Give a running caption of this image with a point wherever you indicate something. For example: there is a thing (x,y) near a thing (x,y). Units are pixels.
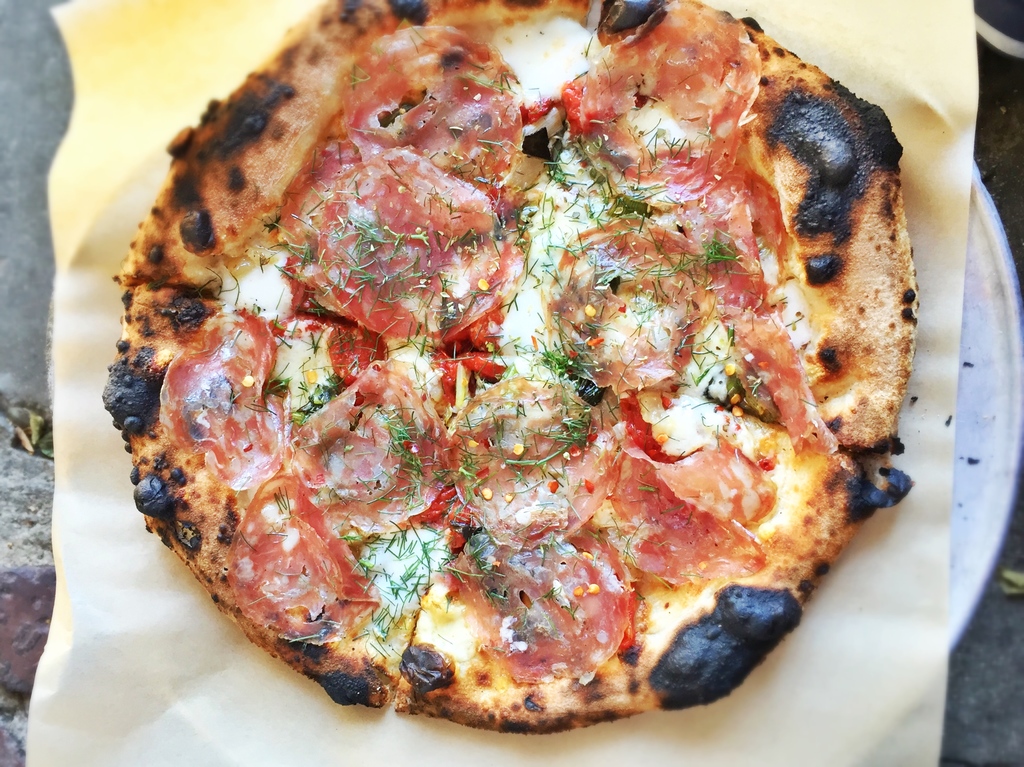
In this picture, it seems like a pizza (584,468) on a tissue (130,569).
